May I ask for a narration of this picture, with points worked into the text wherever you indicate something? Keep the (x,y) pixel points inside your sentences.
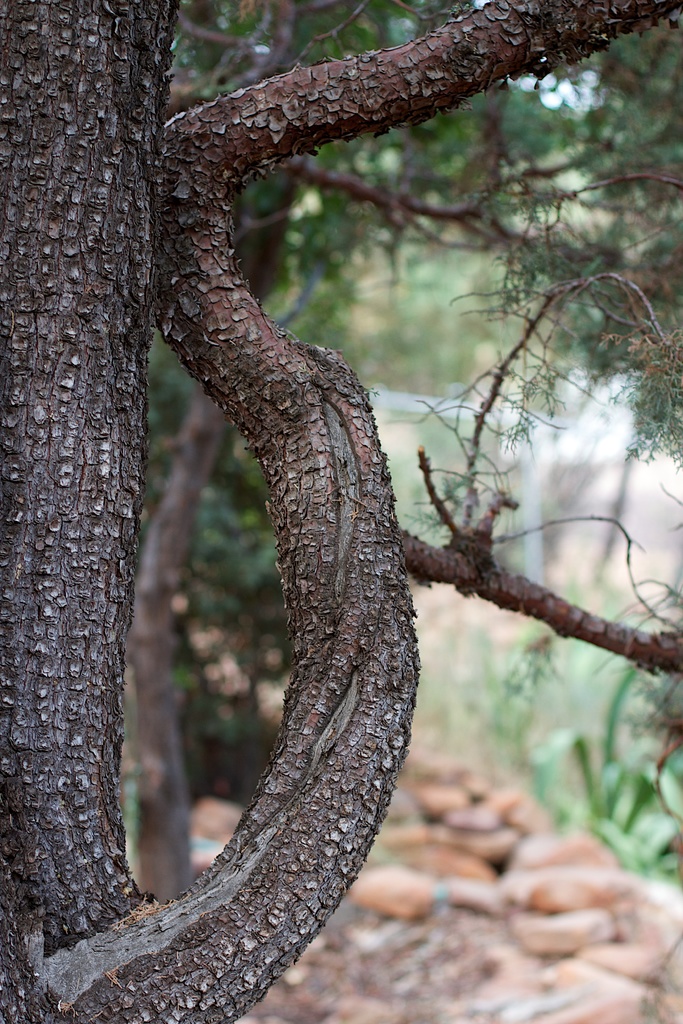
In this image I can see tree trunk (83,248) and branches (311,458). Also there is a tree (539,126), there are stones (680,966) and the background (391,372) is blurry.
